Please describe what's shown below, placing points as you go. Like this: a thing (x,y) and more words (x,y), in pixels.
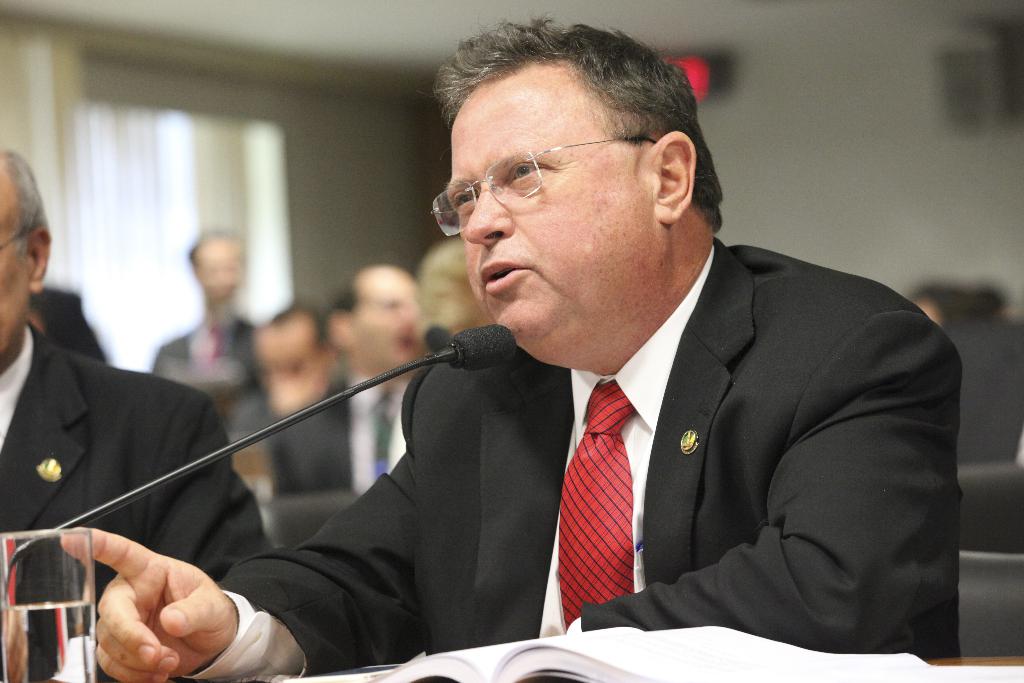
This image is taken indoors. At the bottom of the image (391,669) there is a table (973,659) with a book (927,668), a glass of water (23,591) and a mic (96,509) on it. In the middle of the image (594,451) a man (748,295) is sitting on the chair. On the left side of the image (232,521) a man (6,286) is sitting on the chair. In the background (291,225) there is a wall (429,196) with a window (166,292) and a curtain (159,228) and a few people (322,342) are sitting on the chairs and two men (181,344) are standing. At the top of the image (411,39) there is a ceiling (729,2).
